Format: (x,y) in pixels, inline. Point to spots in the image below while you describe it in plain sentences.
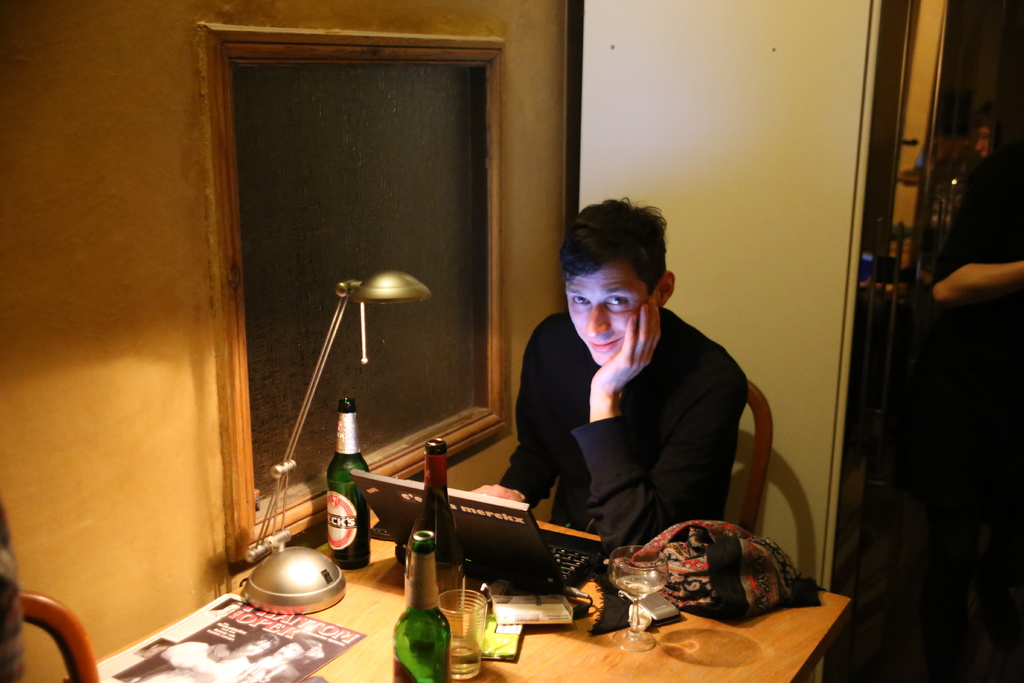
This is an inside view. In the middle of the image (628,398) there is a man (638,499) sitting on the chair (753,452) in front of the table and giving pose for the picture. On the table (614,649) I can see few bottles (430,633), glasses (476,617), bag (728,564), books (250,650), laptop (514,561), lamp (270,534) and some other objects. At the back of this man (672,422) there is a wall (749,133). On the left side (318,139) there is window (312,206) to the wall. On the right side (959,440), I can see another person (999,238) standing in the dark.
